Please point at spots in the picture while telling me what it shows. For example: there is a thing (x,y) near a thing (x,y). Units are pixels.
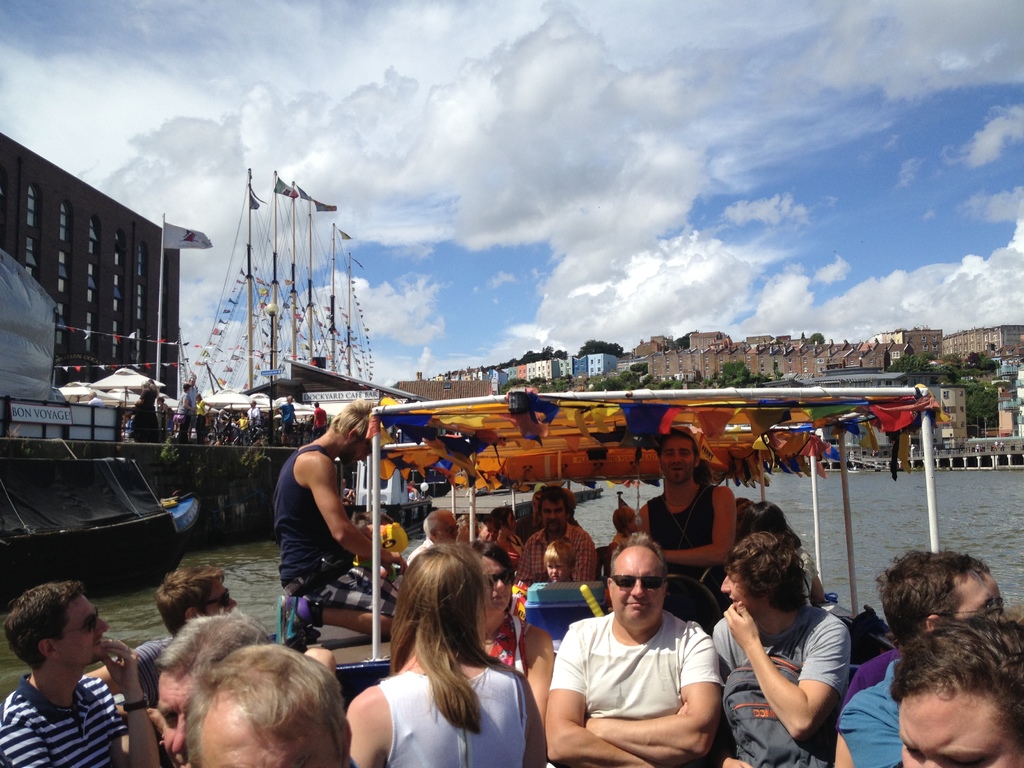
At the bottom of the image (568,725) I can see few people (325,721) are sitting in the boat (704,390). In the background (946,535), I can see the water (968,514) and also buildings (166,357), trees (619,381). On the left side (104,514) there are few boats (131,526) and also some flags (251,201). At the top (377,89) I can see the sky (787,147) and clouds (570,171).
